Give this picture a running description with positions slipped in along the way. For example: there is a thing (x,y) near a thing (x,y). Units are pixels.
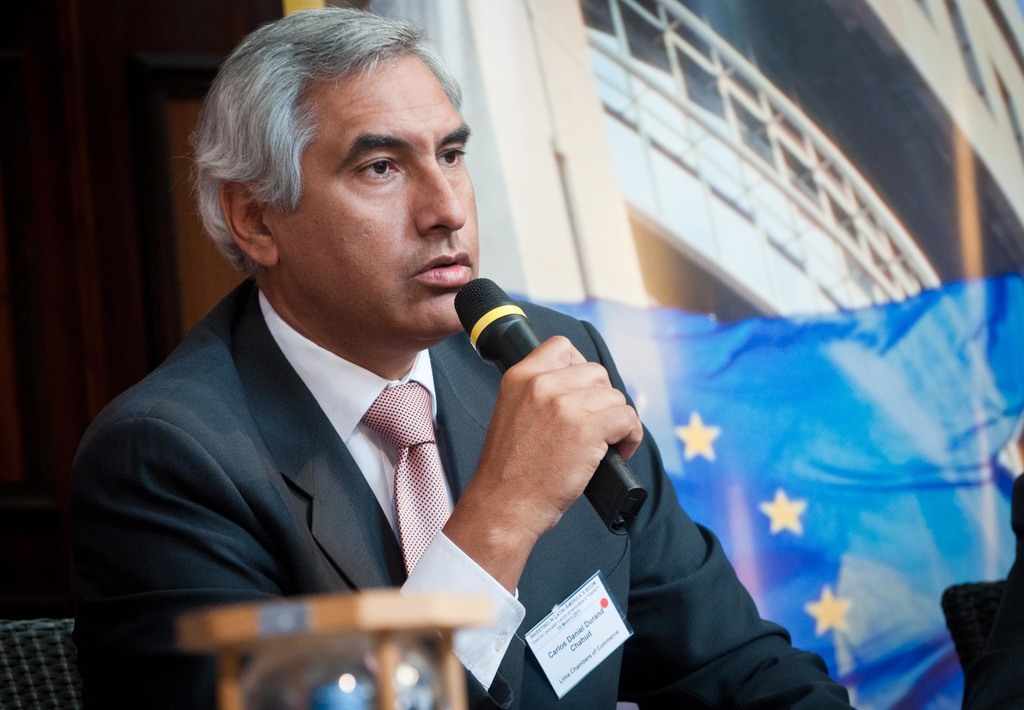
In this picture we can see man (245,357) wore blazer (266,448), tie (383,434) holding mic (475,290) in his hand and beside to him we can see pillar (544,161) with pipe (583,270), fence (713,156).
